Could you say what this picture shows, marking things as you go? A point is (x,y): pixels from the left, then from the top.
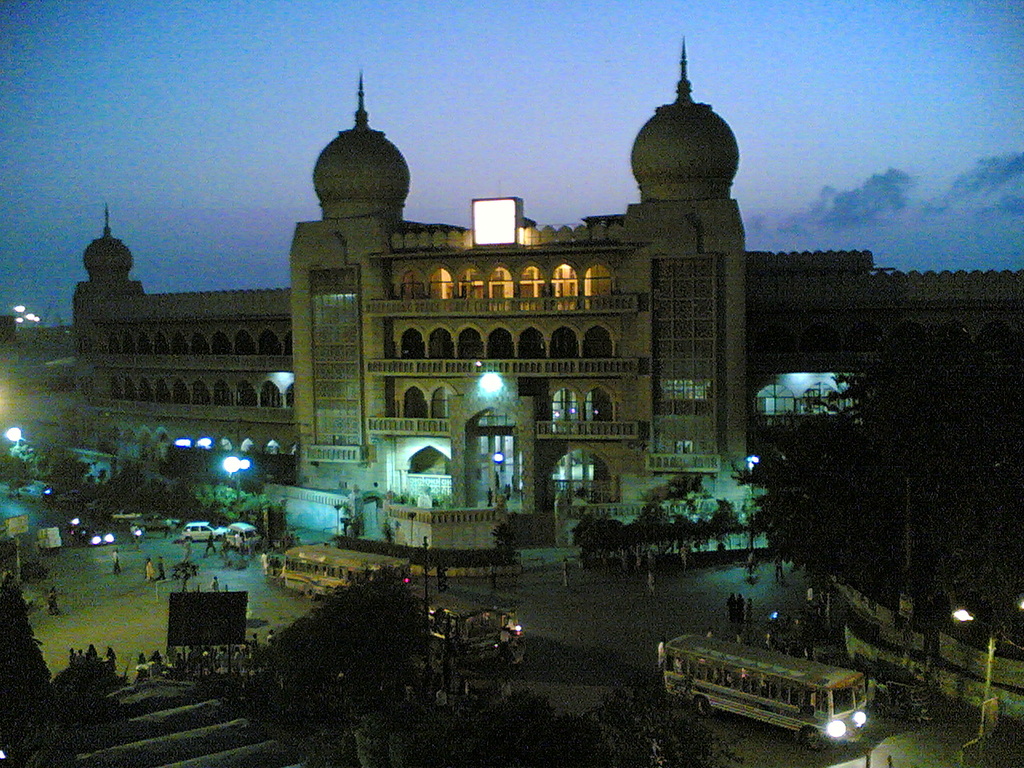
This is an aerial view of an image where we can see vehicles (353,582) moving on the road (136,548) and people (801,634) walking on the road (787,605), I can see trees (175,451), light poles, traffic signal poles (425,647) a building (523,443) lights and the dark sky (507,131) with clouds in the background (514,49).
